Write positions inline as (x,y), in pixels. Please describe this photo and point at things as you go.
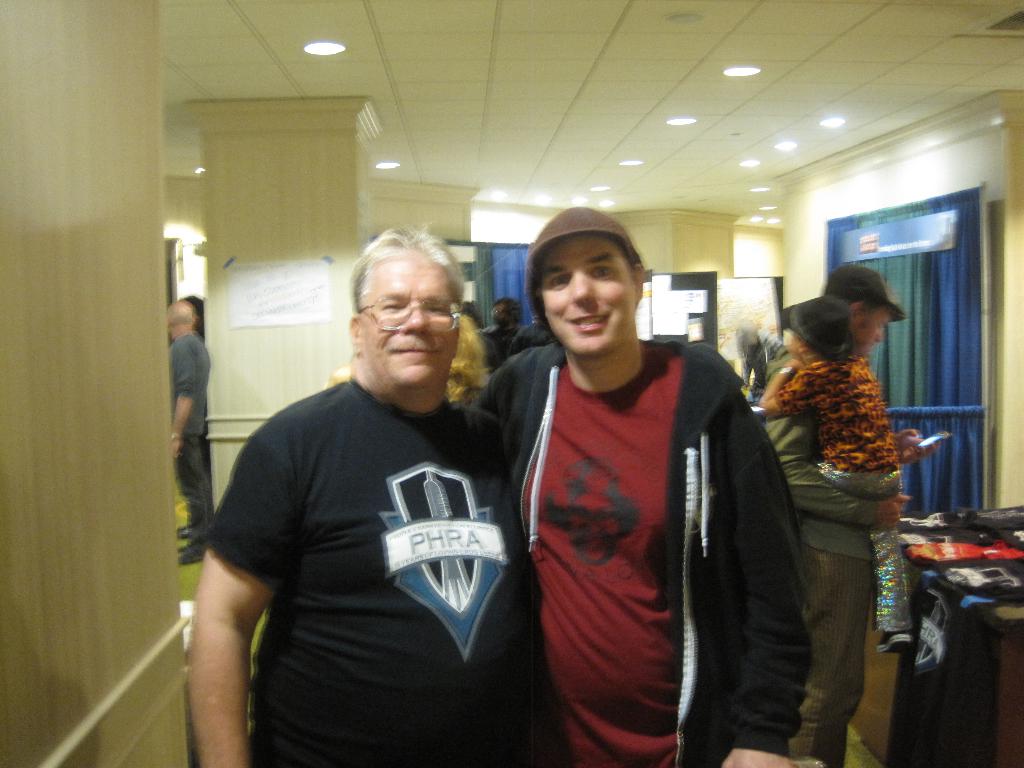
This picture is clicked inside the hall (656,222). In the foreground (581,486) we can see the two persons (566,430) wearing t-shirts (496,480) and standing. On the right (829,356) there is a person (829,498) holding a kid (833,382) and a mobile phone (934,443) and standing on the floor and we can see there are some objects (982,601) placed on the top of the table (975,659). At the top (626,93) there is a roof (456,47) and we can see the ceiling lights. In the background (937,285) we can see the pillars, group of persons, curtains (950,268) and many other objects (884,233).
